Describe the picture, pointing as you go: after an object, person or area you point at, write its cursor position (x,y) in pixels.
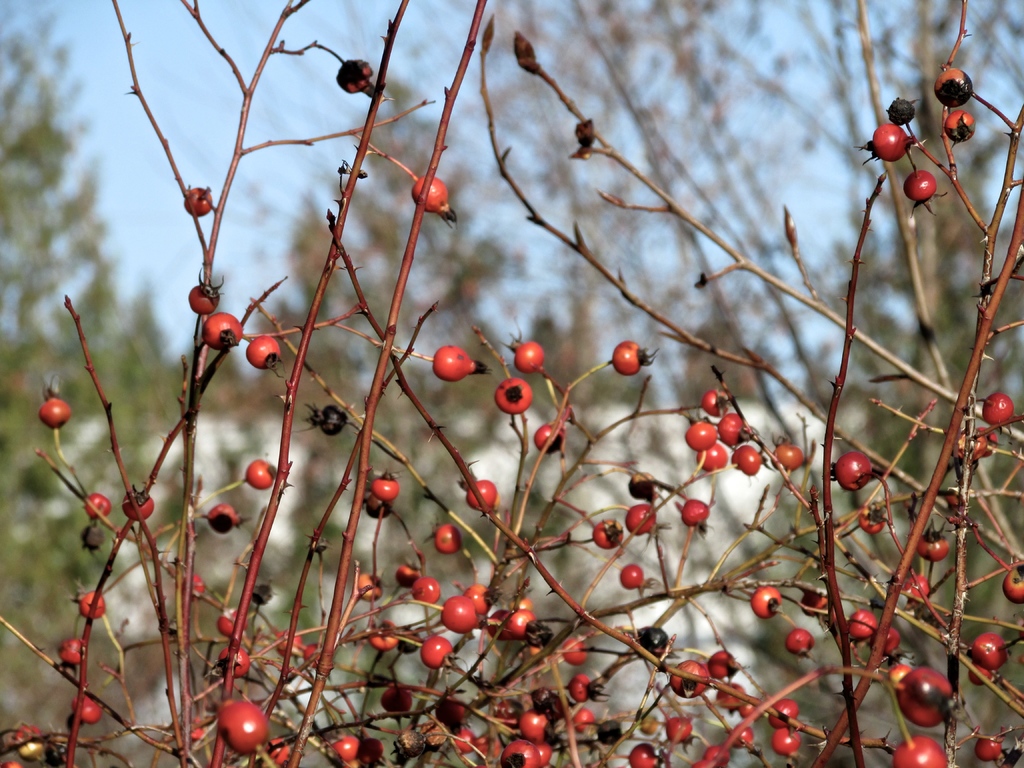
In this picture there are fruits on the plants (571,635) in the front (525,642) and the background (37,610) is blurry.
